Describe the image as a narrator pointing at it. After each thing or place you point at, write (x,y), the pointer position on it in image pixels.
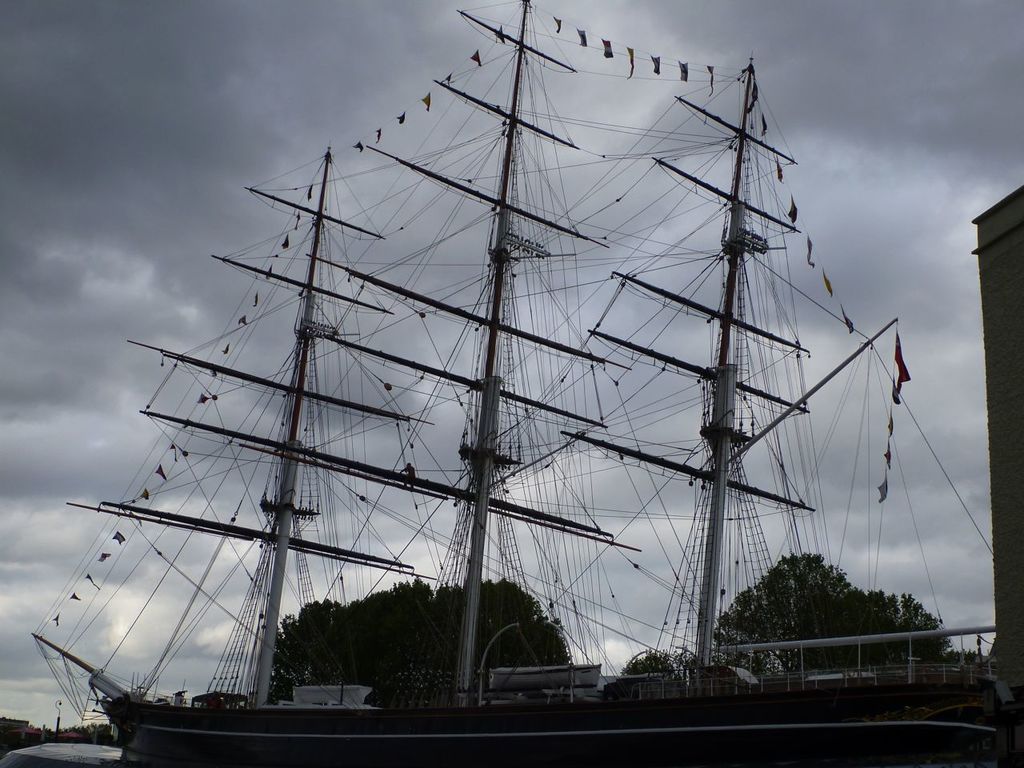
This image consists of a boat (598,730). In the background (441,657), there are trees (417,623). In the boat (636,355), there are poles (499,235) and strings (512,300). At the top (139,79), there are clouds (86,80) in the sky (34,186). To the right (985,344), there is a building (1004,338).
